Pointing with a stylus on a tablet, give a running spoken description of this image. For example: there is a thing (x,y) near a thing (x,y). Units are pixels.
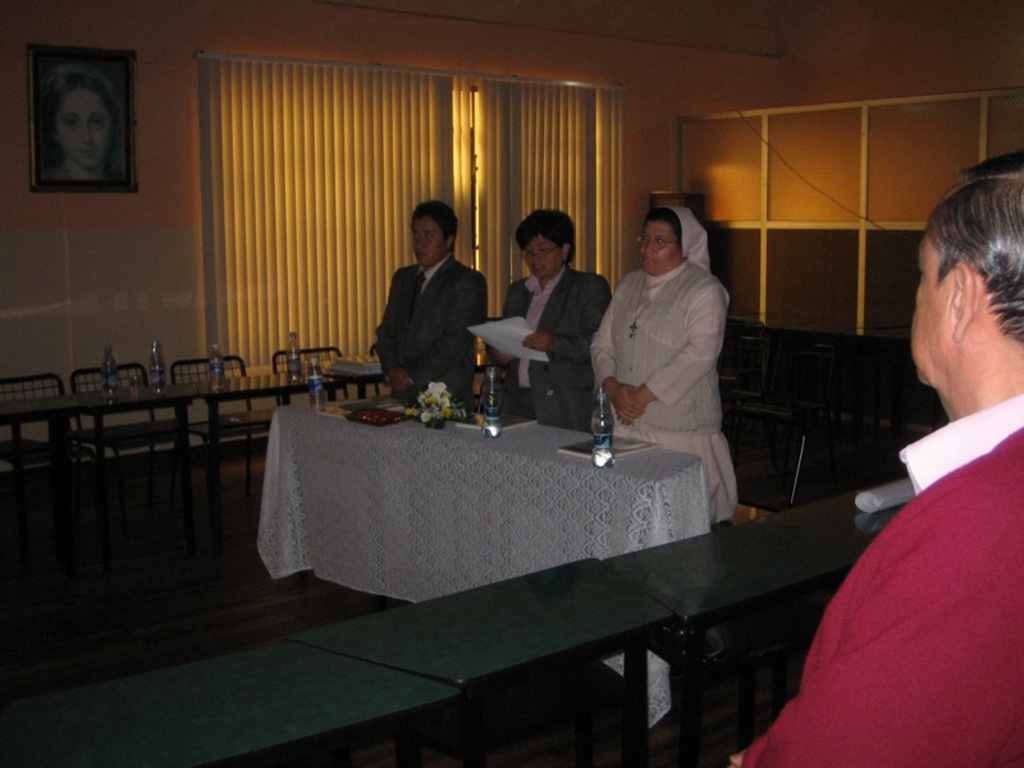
We can see a black and white photo frame (111,129) over a wall (142,154). These Are curtains (450,168). Here we can see three persons (428,323) standing near to the table (456,427) and praying. This woman (544,328) is holding a paper (516,328) in his hands (534,348). On the table (541,461) we can see flower vase (447,413), books (613,444), water bottles (608,420). At the right side of the picture (859,633) we can see a man (881,542) wearing red sweater (856,578) and standing. Near to the wall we can see empty chairs (222,417) and tables (186,417) and on the table (261,380) we can see water bottles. This is a floor (248,600).
